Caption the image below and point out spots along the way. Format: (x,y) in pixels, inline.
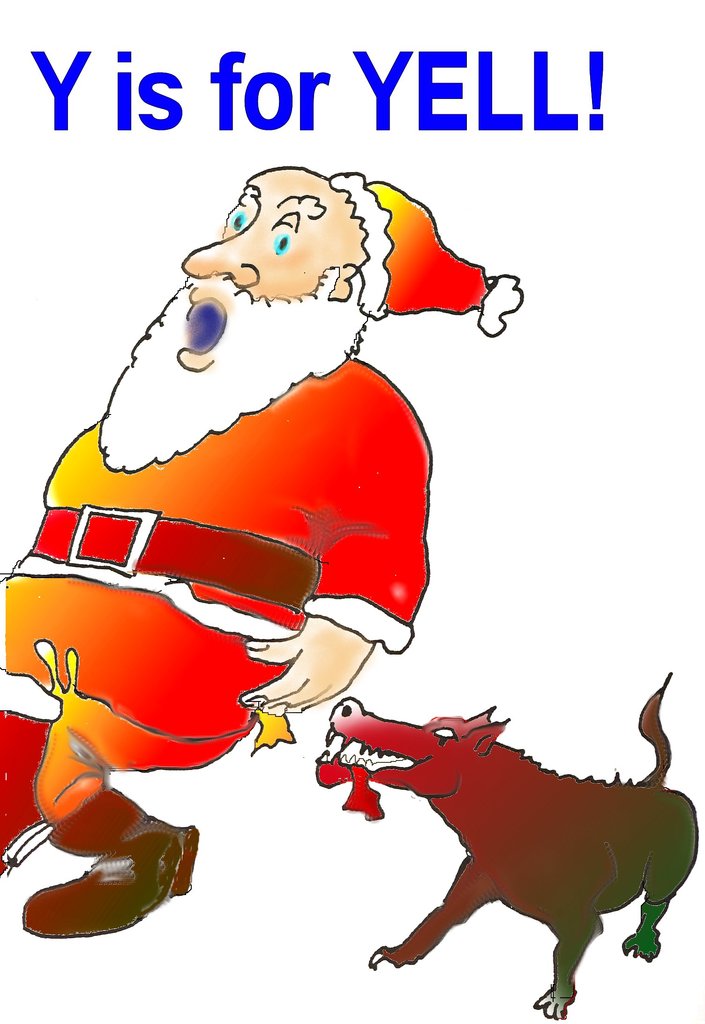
In this picture we can see animated photo of the Santa Claus (249,651), wearing red dress (238,510). Behind there is a dog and above we can see "Y is for Yell" is written.
